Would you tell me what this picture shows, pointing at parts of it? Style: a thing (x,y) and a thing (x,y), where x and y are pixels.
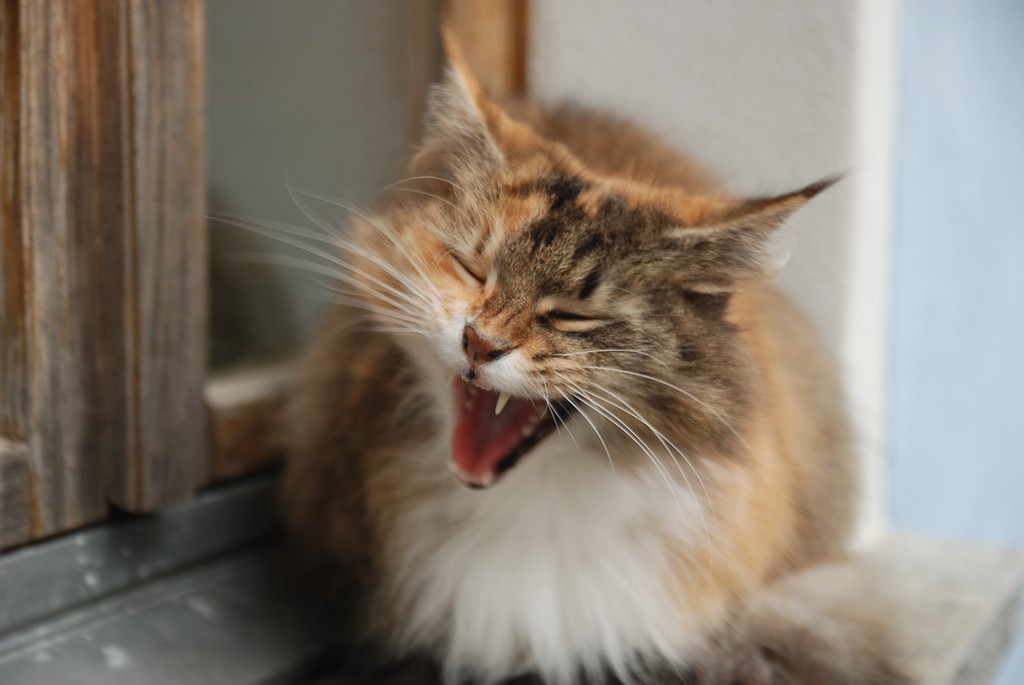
We can see a cat (424,320) is sitting on a platform (160,684) at the window doors (264,162) and this is the wall (922,324).
